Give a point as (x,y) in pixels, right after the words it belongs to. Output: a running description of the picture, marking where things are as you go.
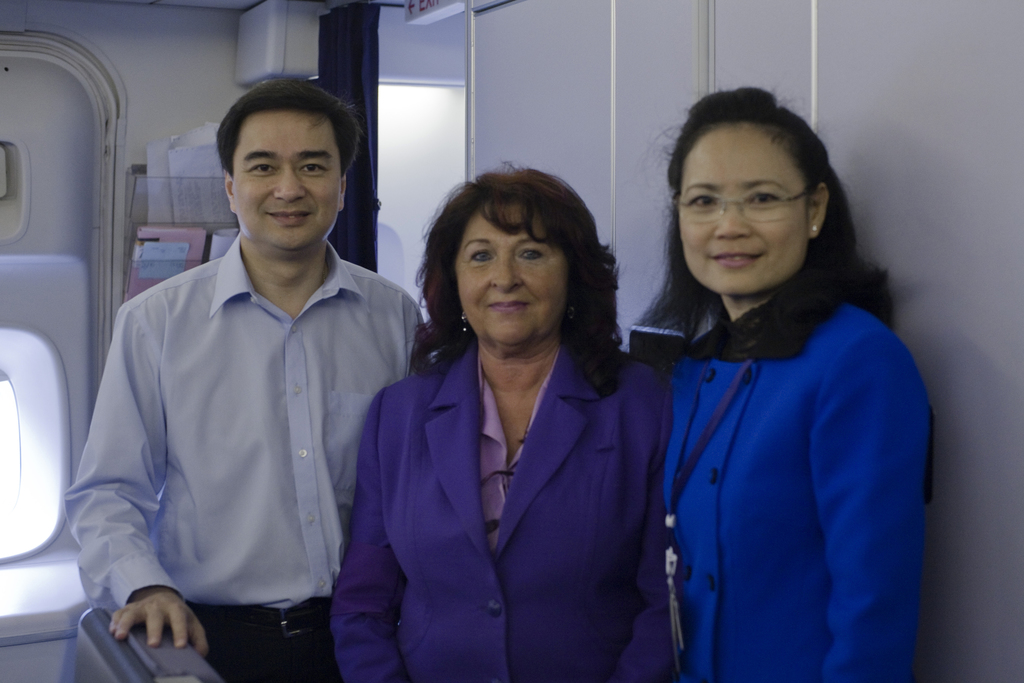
In this image at front (739,213) people (497,487) are standing inside the flight (67,334). At the back side (10,341) there is a window (14,357). Beside the window (28,347) there are papers (149,179), speaker (307,19) and we can see blue curtains (358,51).
